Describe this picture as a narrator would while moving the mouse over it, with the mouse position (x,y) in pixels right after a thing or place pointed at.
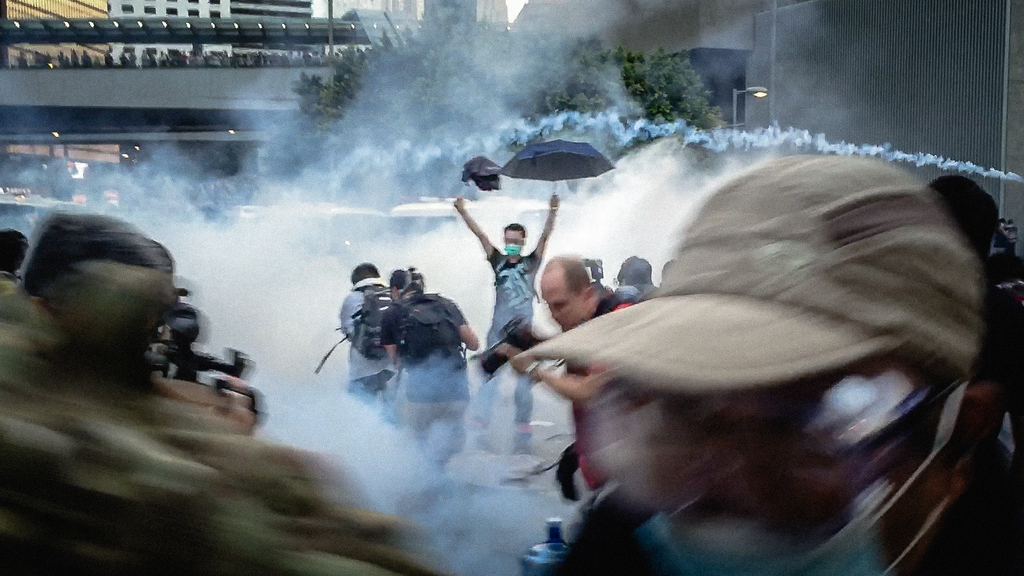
In this picture I can see some people (468,407) are on the road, among one person (491,402) is holding umbrella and we can see some fog (295,324) around, behind we can see some buildings (140,2), trees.
